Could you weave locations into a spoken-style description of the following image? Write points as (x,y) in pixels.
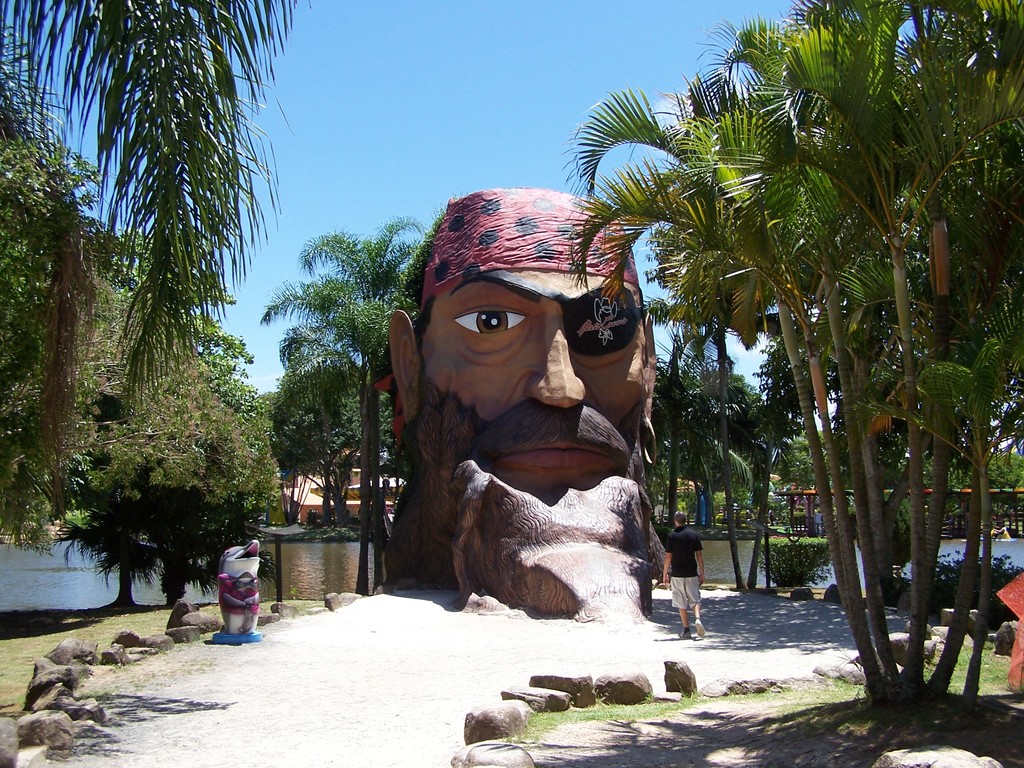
In this image, at the middle (449,501) we can see a statue (451,509) of a head (432,419), there is a path (370,749) and there is a person (676,605) walking, we can see some green color trees (896,276), at the top (428,112) there is a blue color sky (484,81).
